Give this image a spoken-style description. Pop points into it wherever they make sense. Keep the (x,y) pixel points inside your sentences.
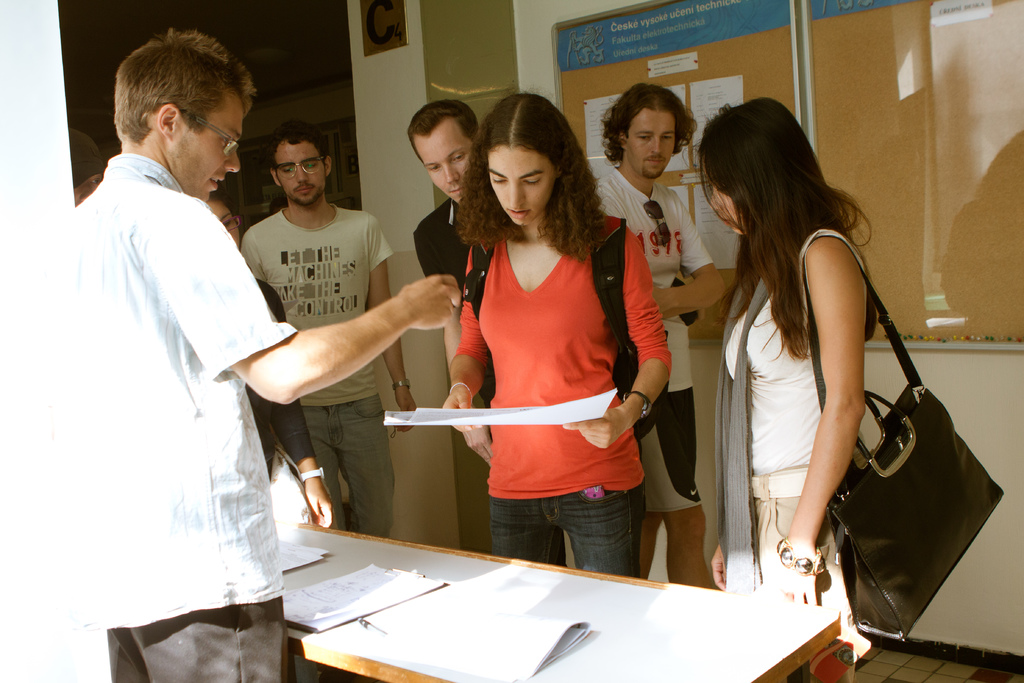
Here are few people (363,324) standing. This is a table (629,618) with some papers (452,635) on it. This looks like a notice board (881,127) where some papers (706,88) are attached. This is a black color bag (898,508) which is holded by a woman (776,470).
